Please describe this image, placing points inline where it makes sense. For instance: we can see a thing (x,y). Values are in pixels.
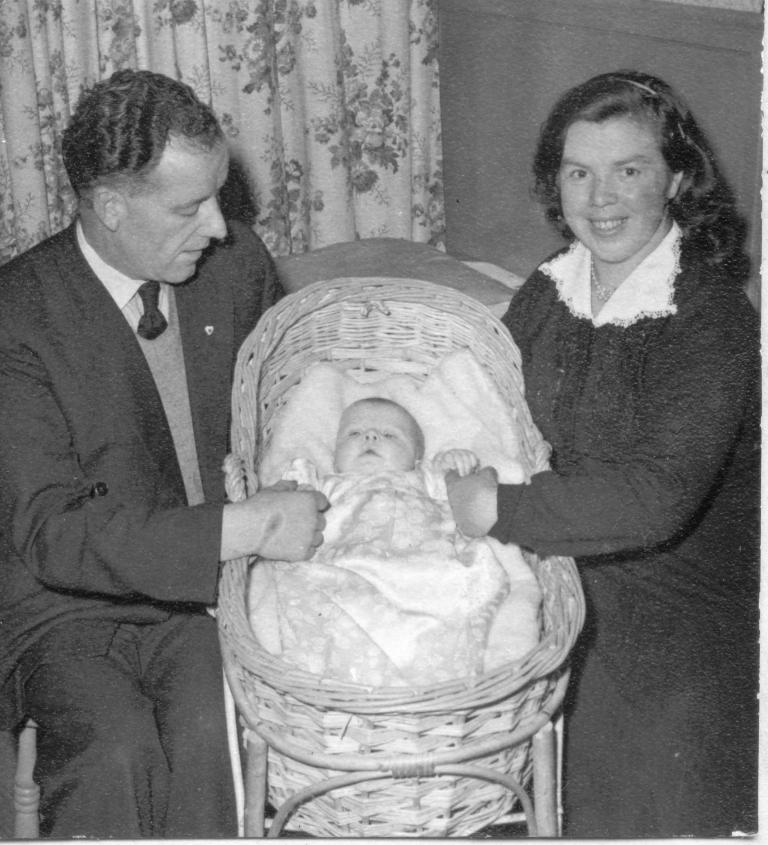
This is a black and white image, in this image there is a man (132,376) and woman (633,455) sitting on chairs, in the middle (395,286) there is a baby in a cradle (496,697).
